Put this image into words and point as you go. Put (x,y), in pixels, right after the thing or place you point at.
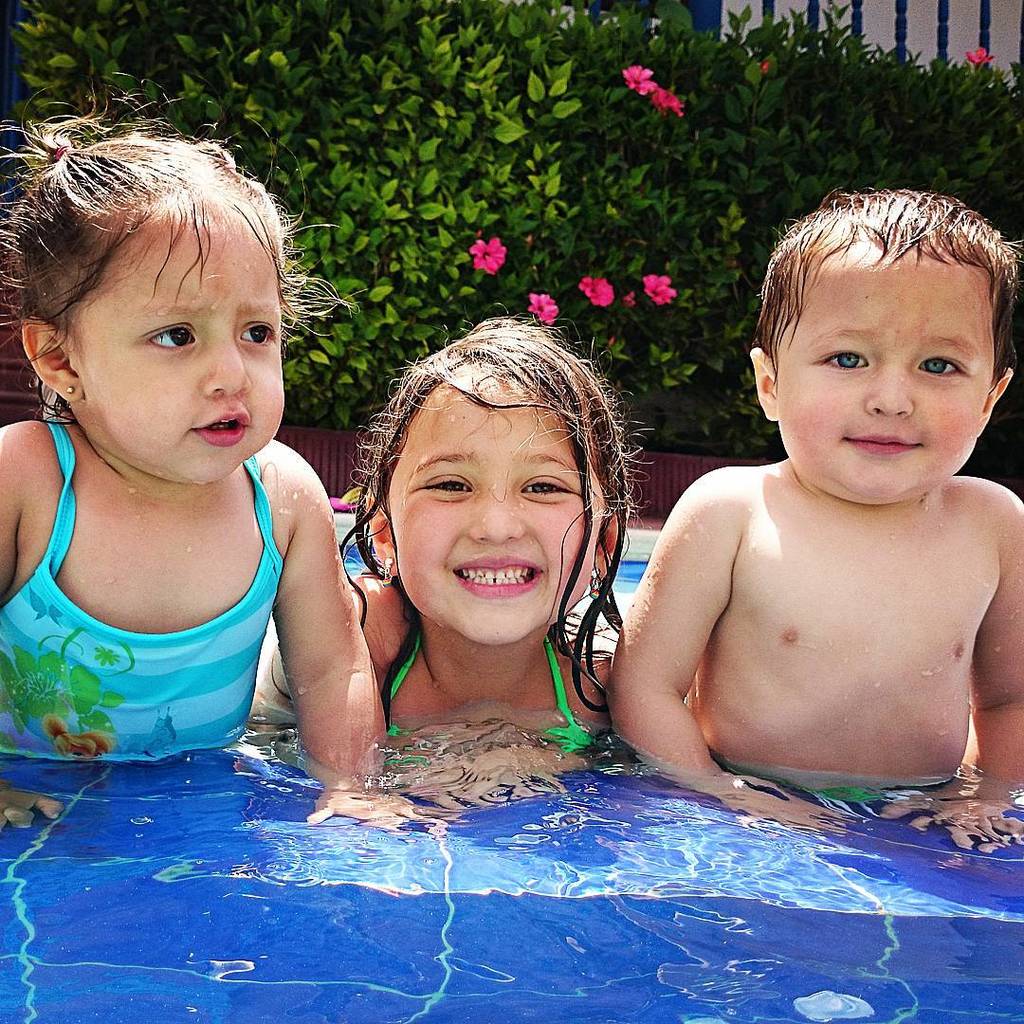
In the foreground (22,476) I can see three kids (226,269) in the water (600,780). In the background (374,129) I can see plants (614,163) and a fence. This image is taken may be near the swimming pool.
